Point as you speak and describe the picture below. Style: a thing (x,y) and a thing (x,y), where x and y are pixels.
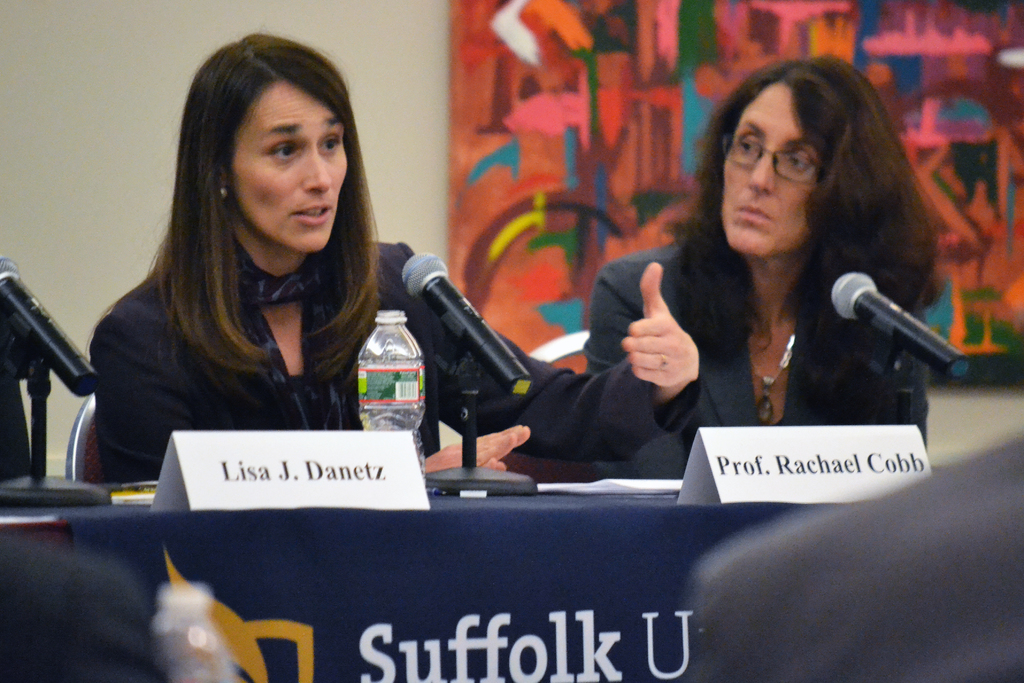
In this image I can see two people (297,373) sitting in-front of the table (379,536). On the table (335,525) I can see the mics (490,487), boards (348,472), bottle (361,380) and papers (550,489). In-front of these people (346,367) I can see few more people (896,594). In the background (588,230) I can see the boards (478,100) to the wall (80,94).
